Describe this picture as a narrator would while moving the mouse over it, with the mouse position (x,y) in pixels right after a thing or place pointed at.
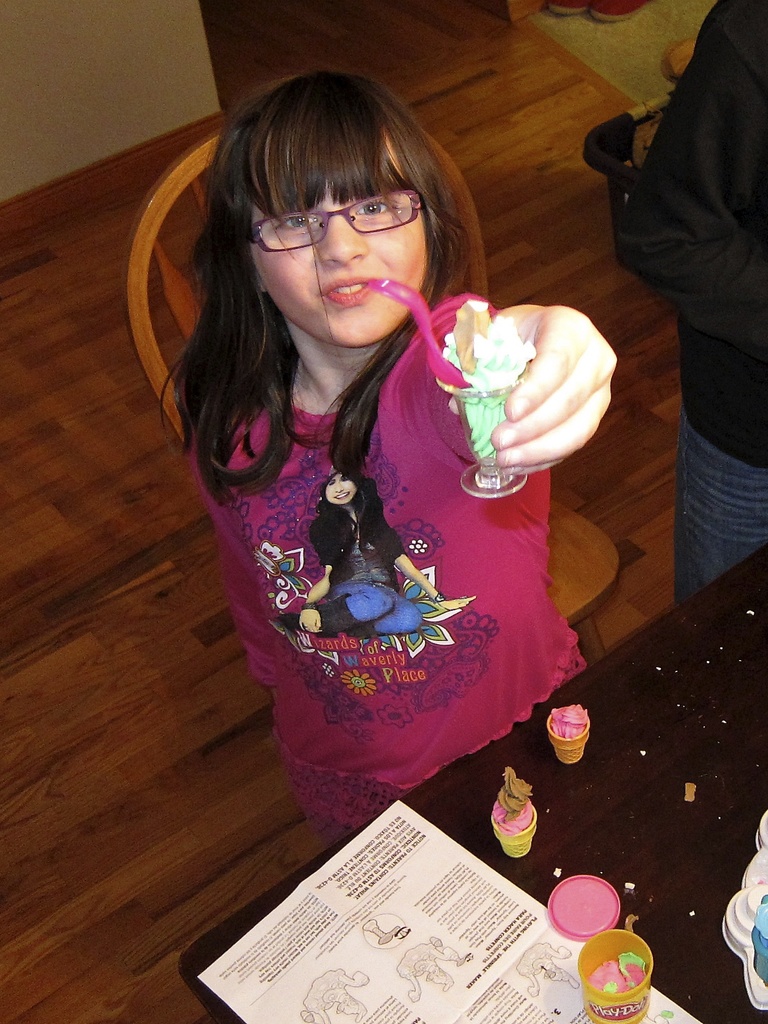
In this picture there is a girl (356,438) in the center of the image (358,563), by holding a glass (515,482) of ice cream (482,369) in her hand (504,456) and there is a chair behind her, there is another person (689,240) on the right side of the image (710,70) and there is a table (542,766) at the bottom side of the image (629,825), on which there is a paper (502,949) and toy ice cream cones (522,792).
